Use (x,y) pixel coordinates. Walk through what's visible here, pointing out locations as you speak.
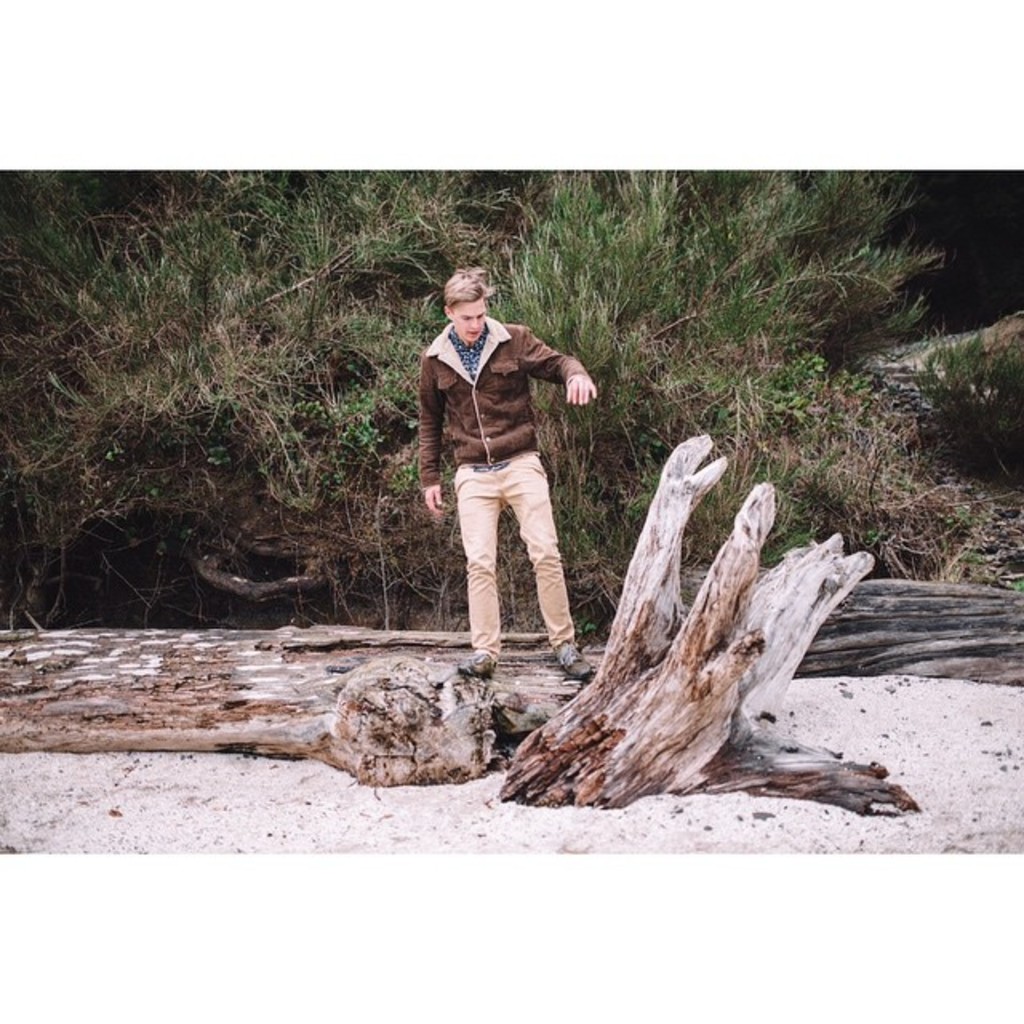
In this image there is a person (538,467) standing on the wood (538,641). At the background (253,376) there is a grass (367,279) on the surface (237,795). At front of the image there is a tree stump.
